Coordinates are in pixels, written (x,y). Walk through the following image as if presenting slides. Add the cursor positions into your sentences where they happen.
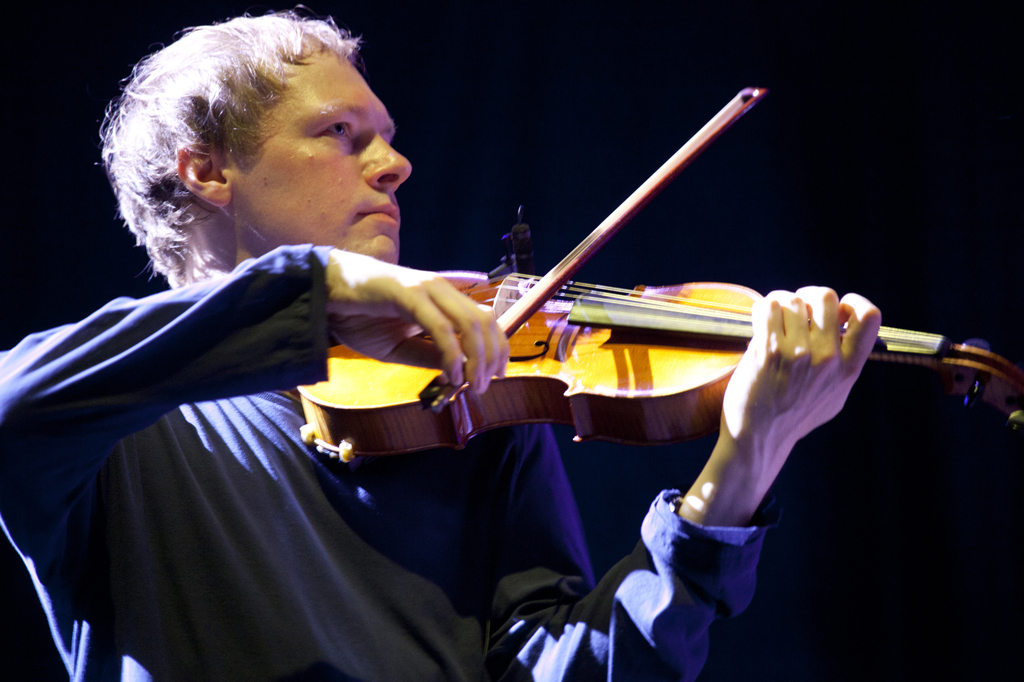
In this picture there is a man (351,326) who is playing a violin (528,281).
